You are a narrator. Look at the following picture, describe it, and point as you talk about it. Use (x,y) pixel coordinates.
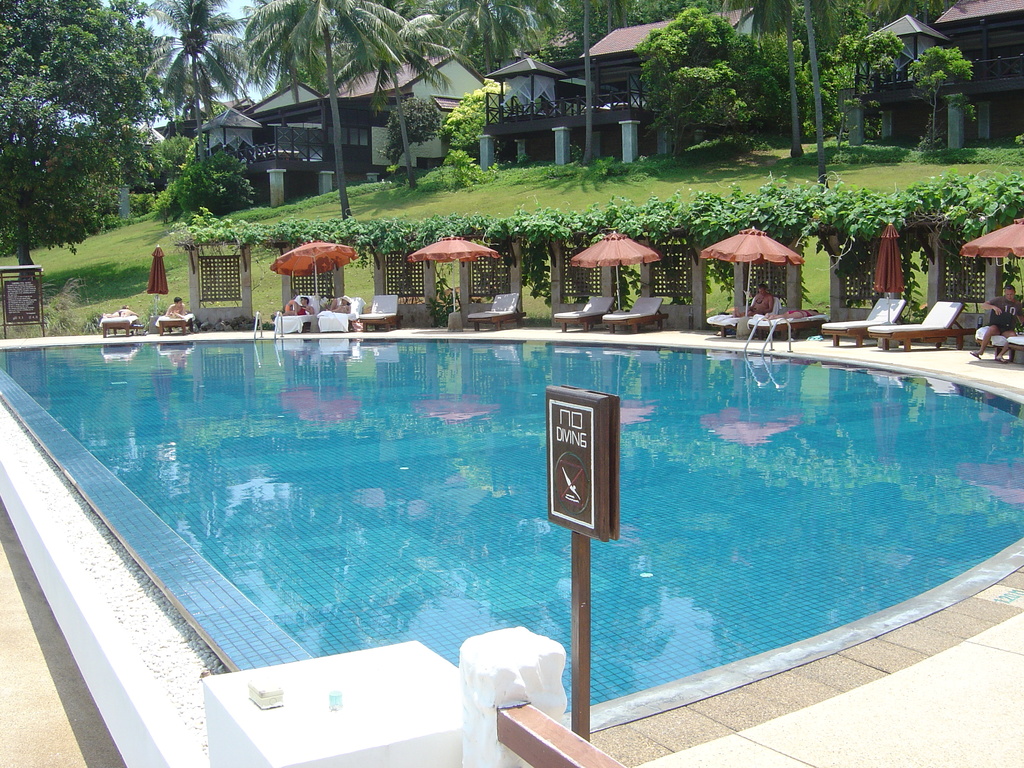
In this picture I can observe a swimming pool (368,411). There is a board (580,457) fixed to the pole (580,645) in the middle of the picture (577,443). I can observe some umbrellas (286,271) and chairs (644,316). There are some plants (349,229) on the ground (261,277). In the background (191,144) I can observe some trees (410,144), houses (525,107) and a sky (160,122).
